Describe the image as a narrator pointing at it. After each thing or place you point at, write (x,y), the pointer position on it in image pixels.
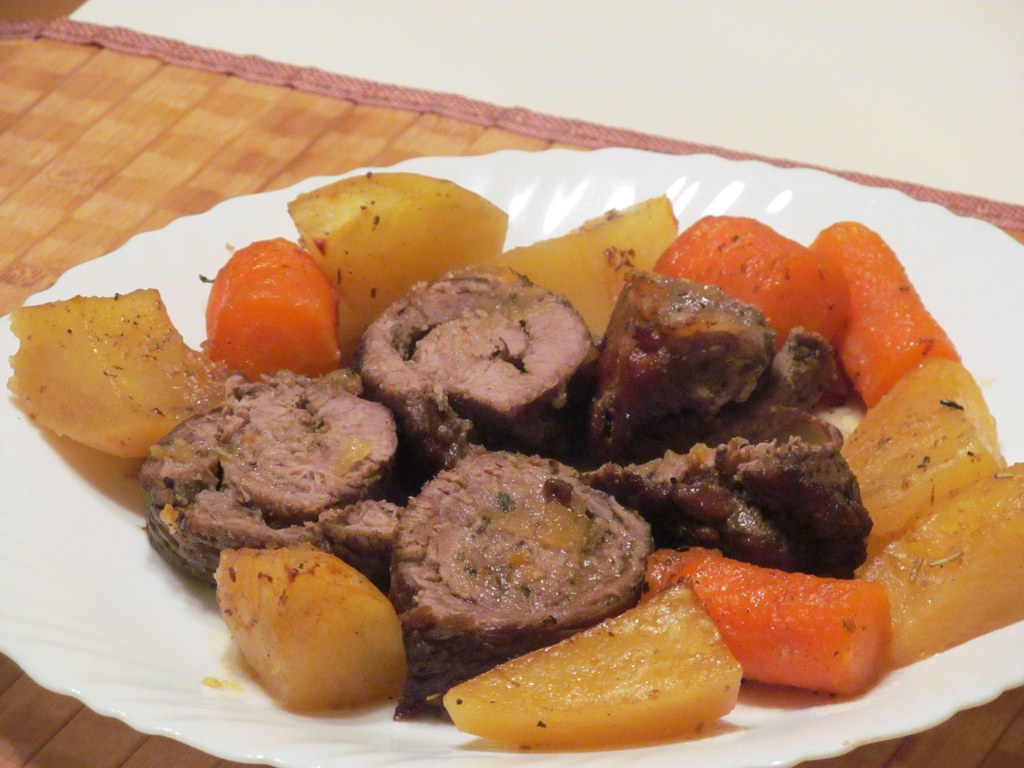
In this picture, we see a plate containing carrots (297,315), potatoes (254,603) and meat (488,492) are placed on the brown table (191,163). At the top of the picture (736,78), it is white in color.
